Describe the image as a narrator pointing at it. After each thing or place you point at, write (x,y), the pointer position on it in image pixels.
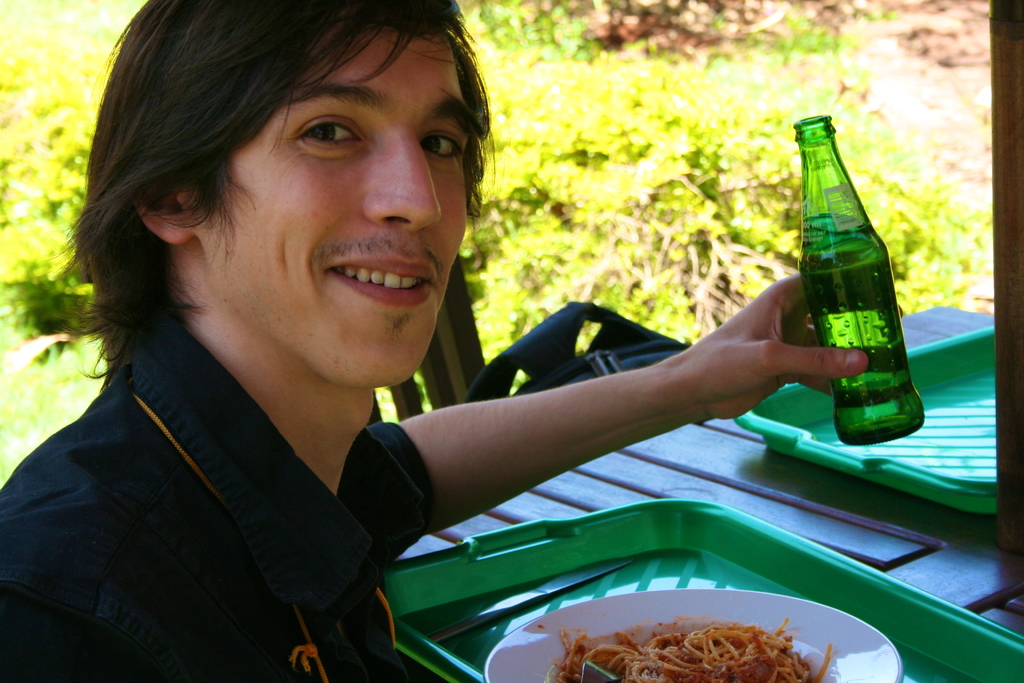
The person (198,456) wearing black shirt (177,553) is sitting and holding a sprite bottle (853,314) in his hand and there is a table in front of him which has some eatables (668,633) on it and there are trees (670,142) in the background (658,139).
